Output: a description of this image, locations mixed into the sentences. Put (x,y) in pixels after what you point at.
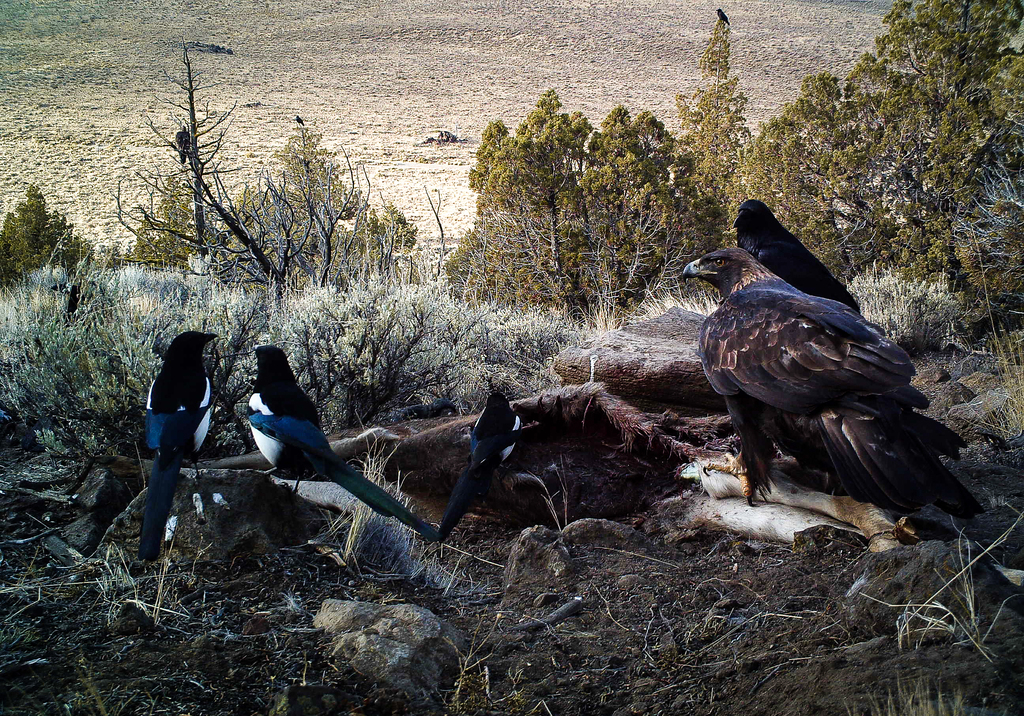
In this image, we can see some trees (579,122). There are birds (784,355) in the middle of the image (492,464). There are some plants (155,314) on the left side of the image (68,351).
